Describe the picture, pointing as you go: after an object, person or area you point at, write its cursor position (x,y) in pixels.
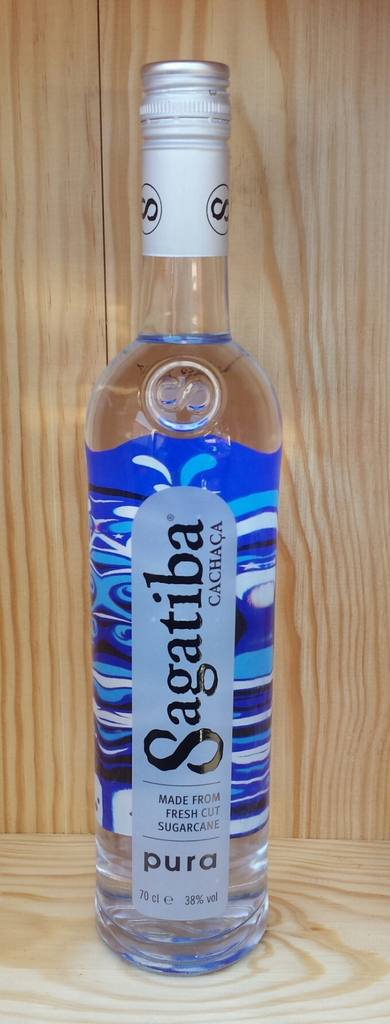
This picture seems to be of inside. In the center (185,445) there is a sealed glass bottle (188,273) placed on the top of the surface (331,960) and in the background (318,27) there is some wood (135,54).
